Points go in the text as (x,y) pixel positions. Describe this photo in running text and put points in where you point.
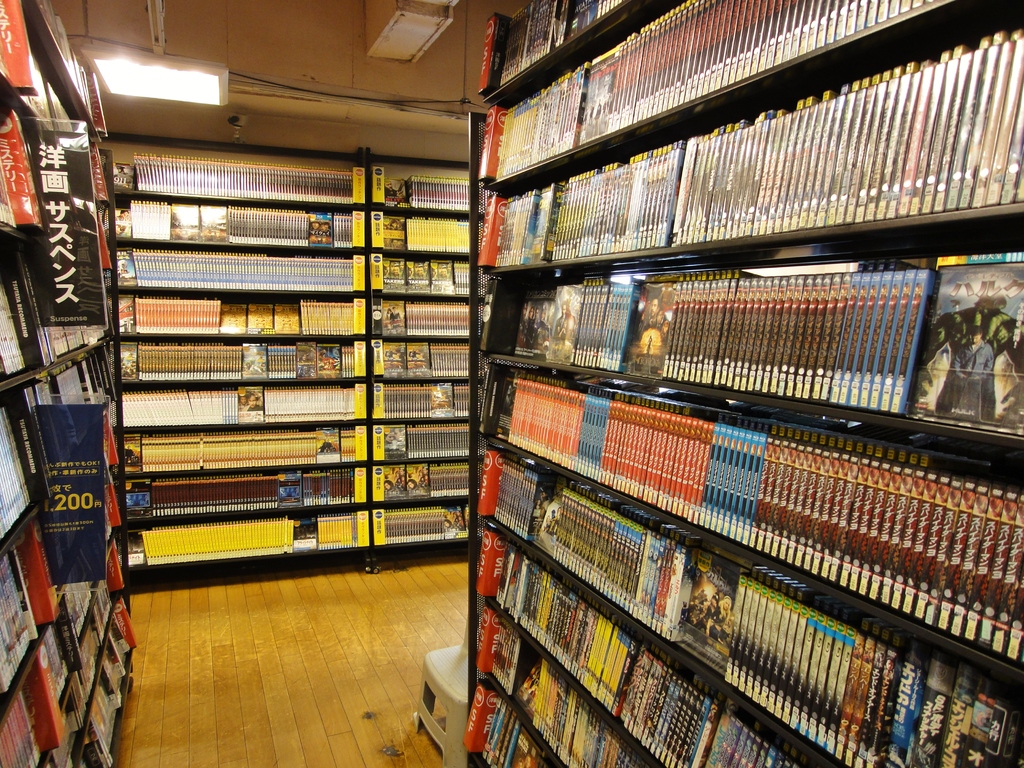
In the image there are many racks (614,718) on either side with many DVDs (694,436) in it on the wooden floor (339,640) and there are lights (186,91) over the ceiling (193,105).
